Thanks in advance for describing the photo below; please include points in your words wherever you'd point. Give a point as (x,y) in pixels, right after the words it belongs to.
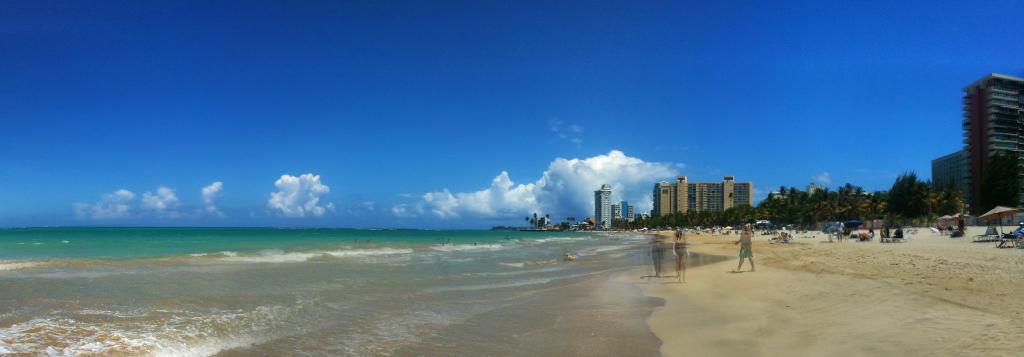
In this image on the left side (311,258) we can see water (490,284) and on the right side (786,228) there are few persons (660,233) and umbrellas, chairs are on the sand (702,322) and we can see the image of few persons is blur. In the background (662,222) there are trees (745,218), buildings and clouds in the sky (441,117).
